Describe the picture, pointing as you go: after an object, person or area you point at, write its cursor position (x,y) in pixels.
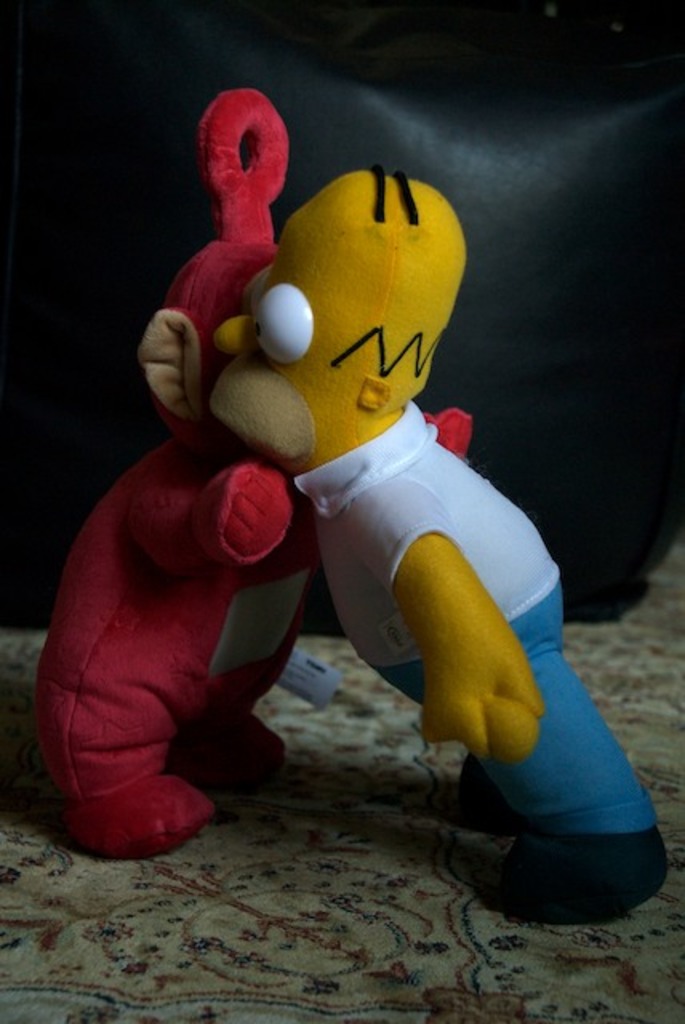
In this image there are two toys (136,580) standing on the carpet (223,848), and in the background (328,0) there is a black color object (42,188).
